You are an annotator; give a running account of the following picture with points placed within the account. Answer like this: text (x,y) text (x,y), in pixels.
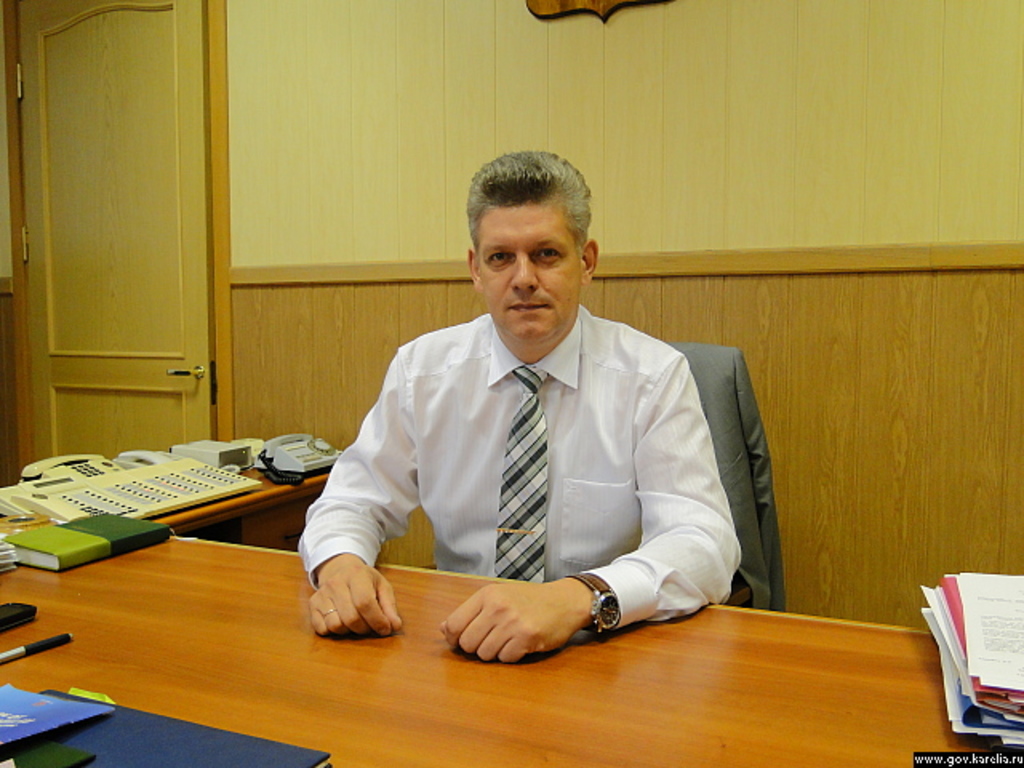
In the center (510,469) we can see the man (578,463) sitting on the chair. In front of him we can see the table (274,668), on table (141,640) we can see book (102,549), phone (107,483), pen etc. Coming to the background (267,94) we can see the wall (633,138) and door (182,219).
